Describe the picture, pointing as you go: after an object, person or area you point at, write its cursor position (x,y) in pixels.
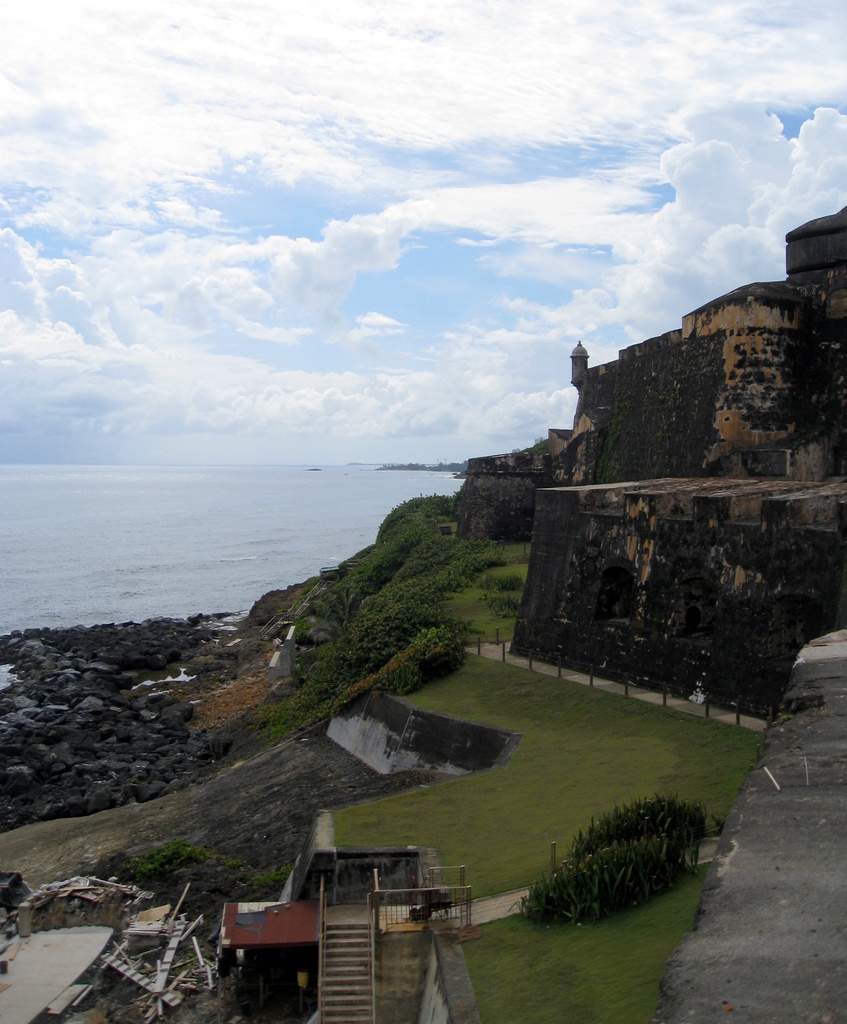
In this image we can see wall (712,445) on the right side (624,482). Beside the wall (653,411) there are a few plants (429,600) and the grass (453,827). In the bottom left (155,954) we can see the stairs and few objects (173,927). On the left side (128,691), we can see the rocks (123,657) and the water (168,558). At the top (439,128) we can see the cloudy sky (290,176).
